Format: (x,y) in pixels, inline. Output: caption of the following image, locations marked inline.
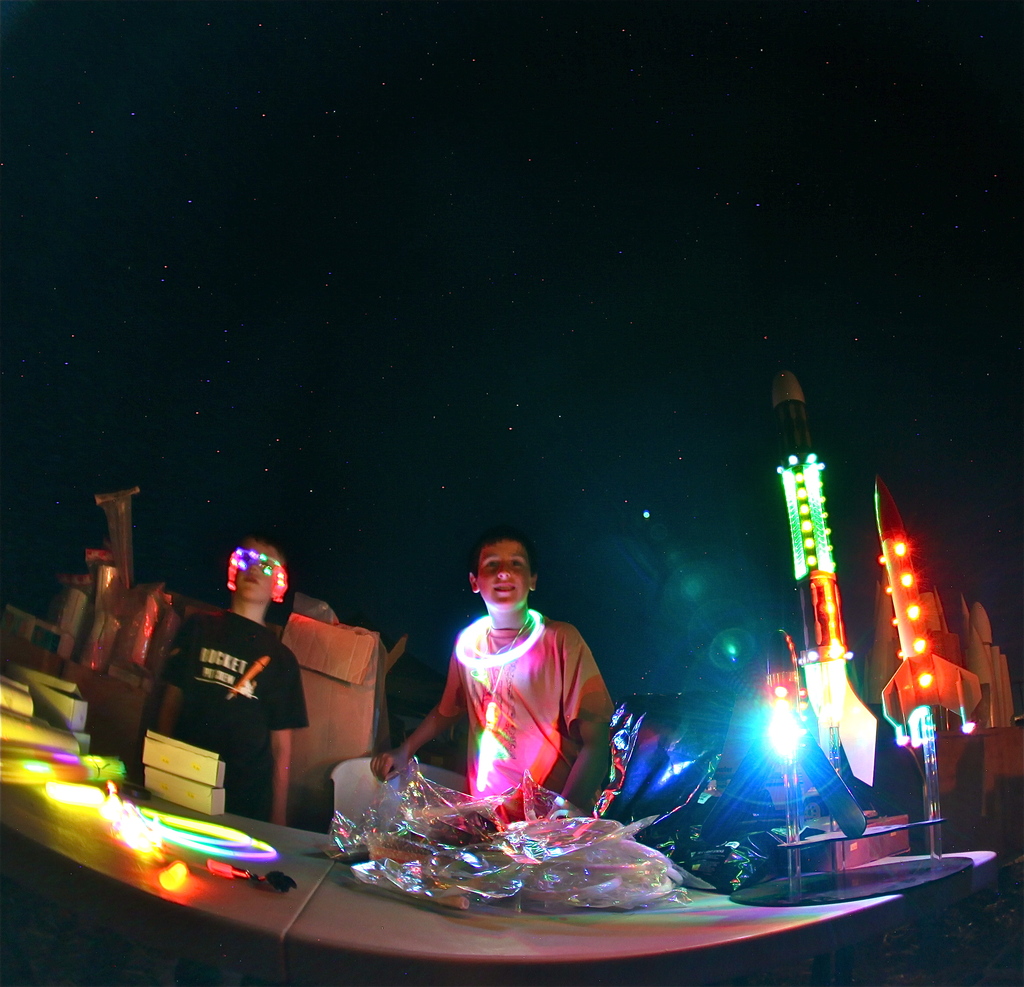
In this picture we can see the boy (581,742) wearing white color t-shirt (553,670) and standing in the front (523,717). Beside there are some light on the rocket (805,660). In the front (533,813) there is a table (298,894) on which plastic cover (501,871) and some led light (243,847) are placed. Behind there is a black color background (406,266).
